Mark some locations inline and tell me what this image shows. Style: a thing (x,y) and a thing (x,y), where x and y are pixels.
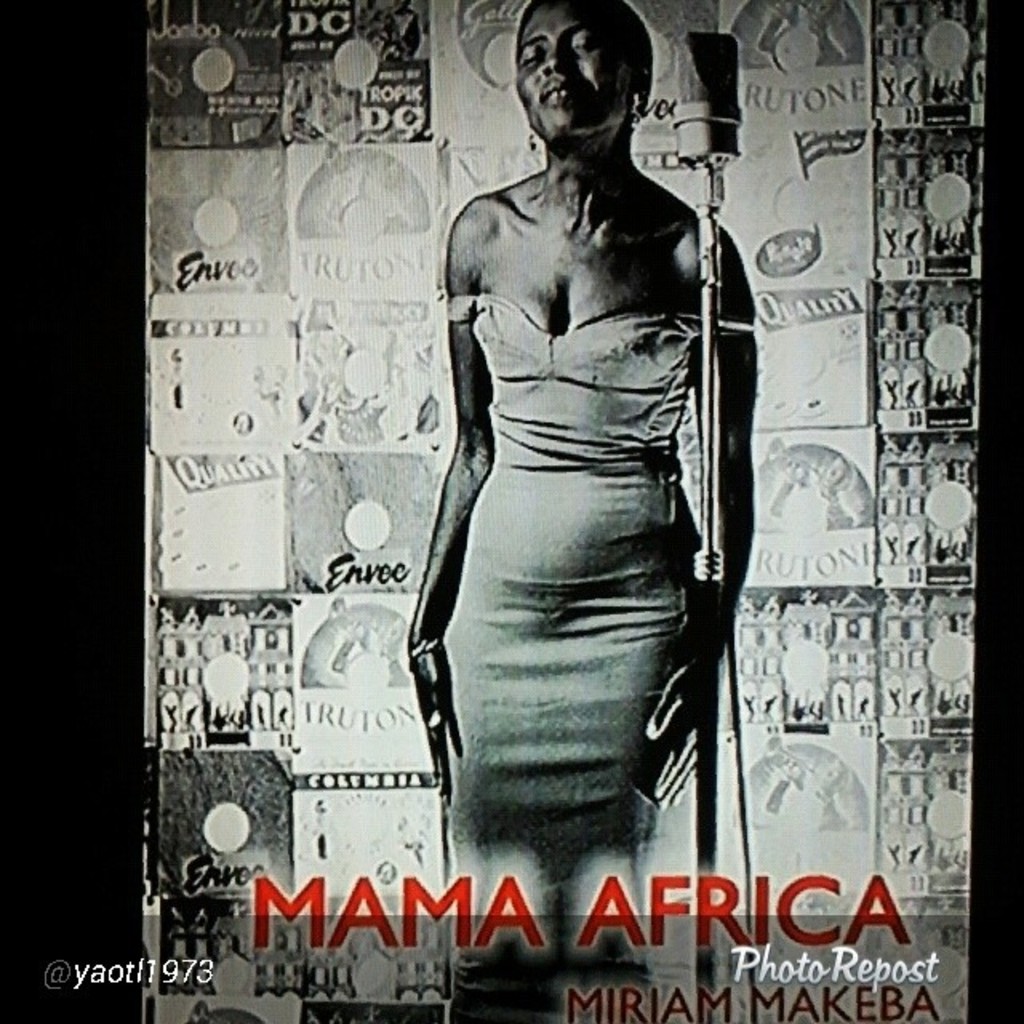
The picture is a poster. In the center of the picture (645,498) there is a woman (617,332) standing near a mic (715,59). In the background (300,440) there is a banner (920,492). At the bottom (686,887) there is text (627,926).
